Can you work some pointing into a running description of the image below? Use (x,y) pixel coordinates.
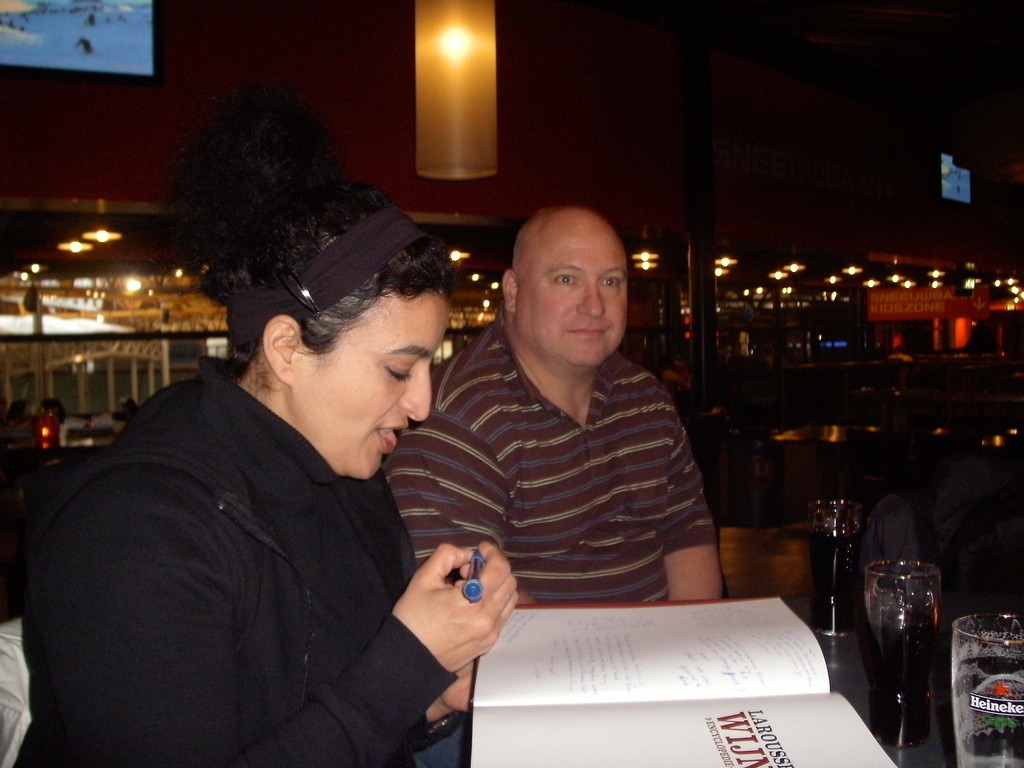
There are two people (397,475) sitting and she is holding pen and book (601,696). We can see glasses (932,646) on the surface (803,608). In the background (35,272) we can see lights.
